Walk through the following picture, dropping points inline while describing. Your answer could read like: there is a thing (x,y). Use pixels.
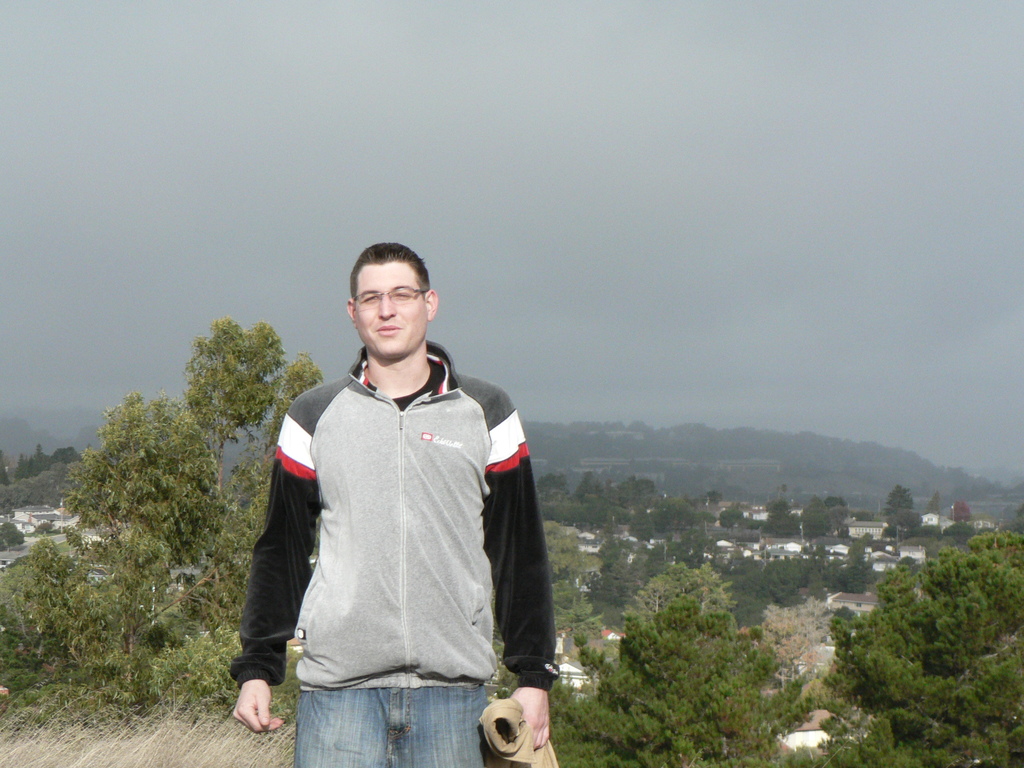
In this image we can see a person (304,477) holding an object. In the background of the image (54,589) there are houses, trees (730,592) and other objects (664,485). At the top of the image (689,134) there is the sky (671,75).
